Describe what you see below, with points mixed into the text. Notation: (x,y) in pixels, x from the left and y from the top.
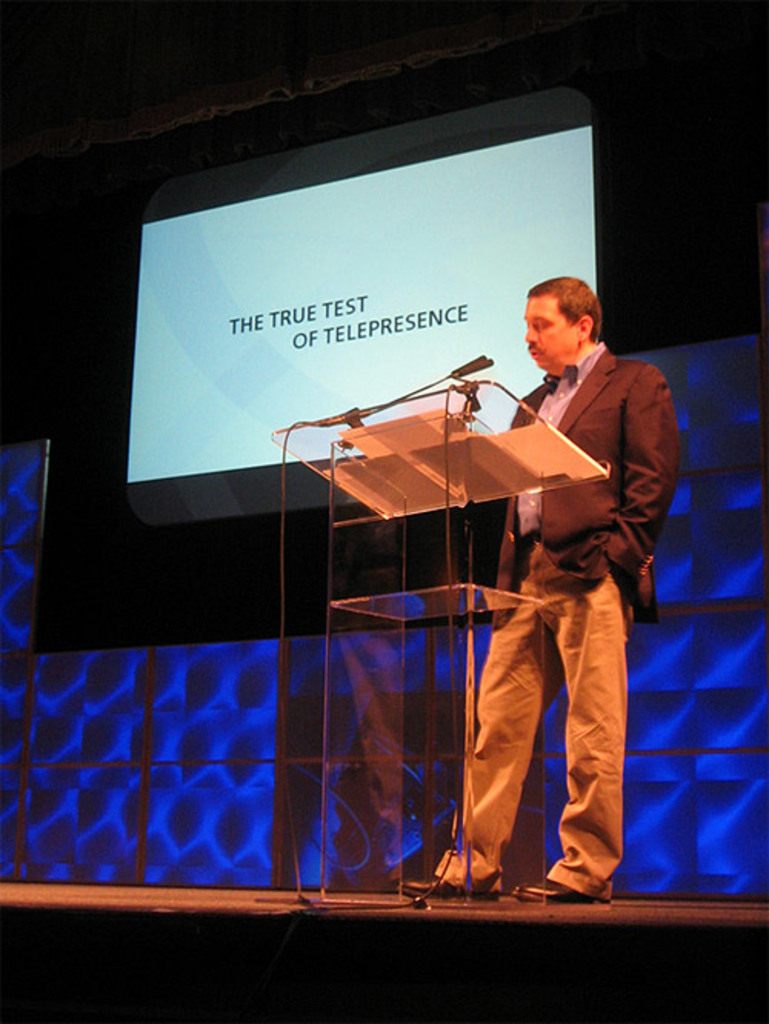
In the image we can see there is a man (621,533) standing on the stage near the podium (374,504) and there is a mic (470,369) with a stand (454,375). Behind there is a projector screen (363,314).
